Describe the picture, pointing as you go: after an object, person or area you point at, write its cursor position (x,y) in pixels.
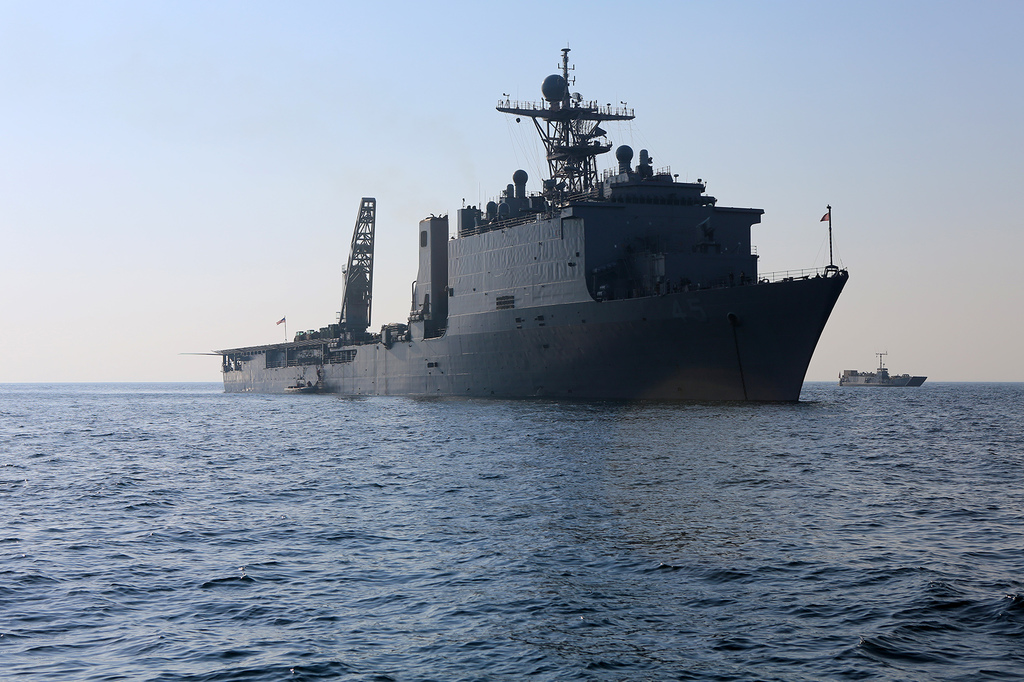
In this picture we can see there are two ships (713,341) on the water (441,402) and on the ships (719,348) there are poles (553,150). Behind the ships (656,350) there is the sky (726,98).
